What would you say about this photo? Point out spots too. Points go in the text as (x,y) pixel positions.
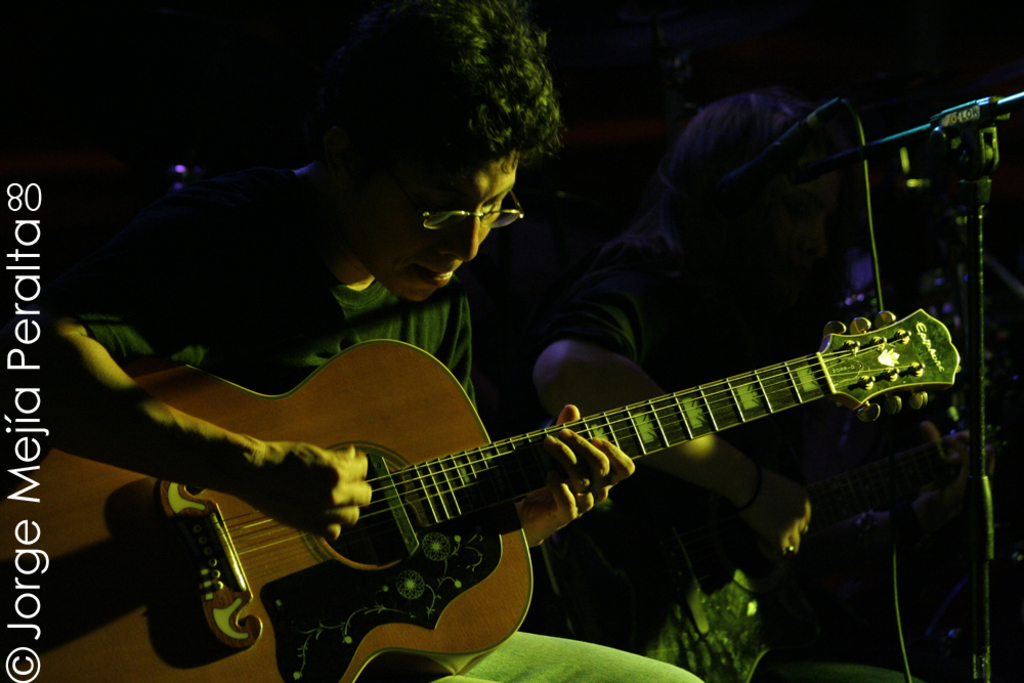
A man (490,673) is sitting and playing the guitar (489,538) at here. He is wearing spectacles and also a T-shirt (396,300) there is another person (601,272) beside of him.
